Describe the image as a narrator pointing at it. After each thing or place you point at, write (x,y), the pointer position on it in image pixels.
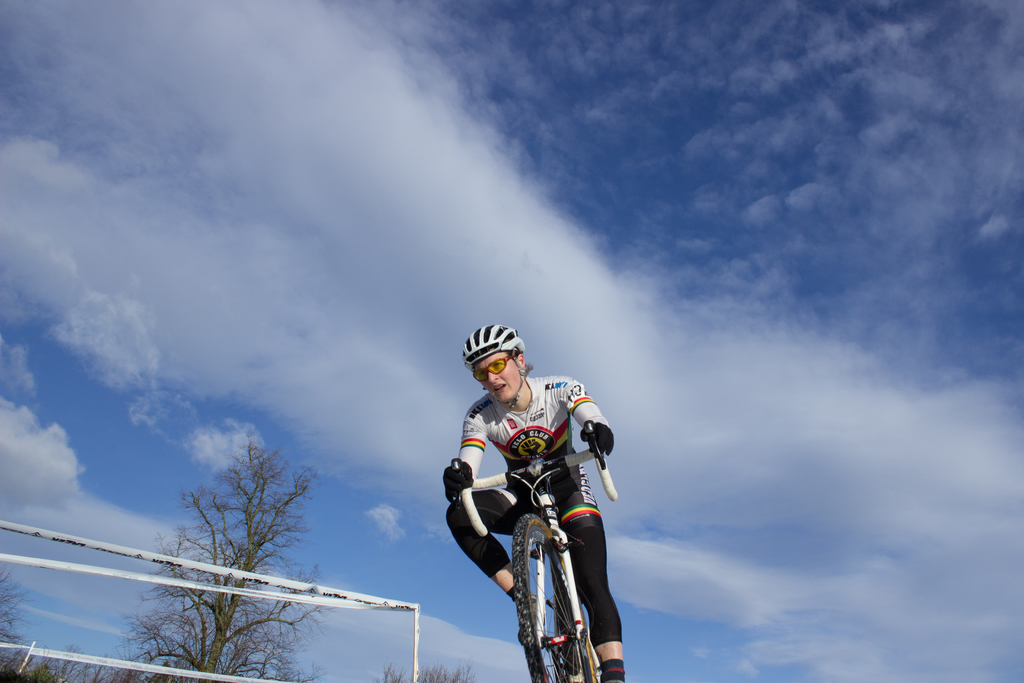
In this picture I can see a man (558,436) in front (573,500), who is on the cycle (548,516) and I see that he is wearing a jersey (494,432) and a helmet (495,351) on his head (501,331). In the middle of this picture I can see few trees (285,561) and I can see the barricade tapes (134,575). In the background (379,319) I can see the sky (546,339).
